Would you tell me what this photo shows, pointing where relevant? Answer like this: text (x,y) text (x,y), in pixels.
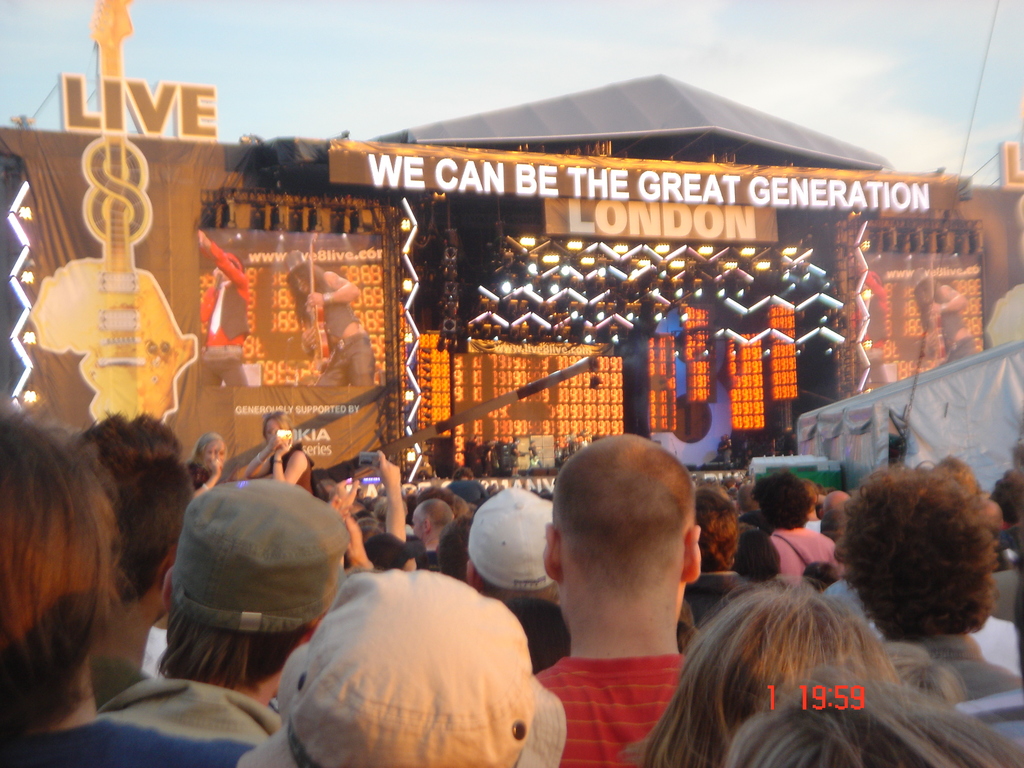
This image consists of many persons (483,571). It looks like a concert. In the front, we can see a dais (467,334) along with the banners (668,225). And there is a name board (637,219).
